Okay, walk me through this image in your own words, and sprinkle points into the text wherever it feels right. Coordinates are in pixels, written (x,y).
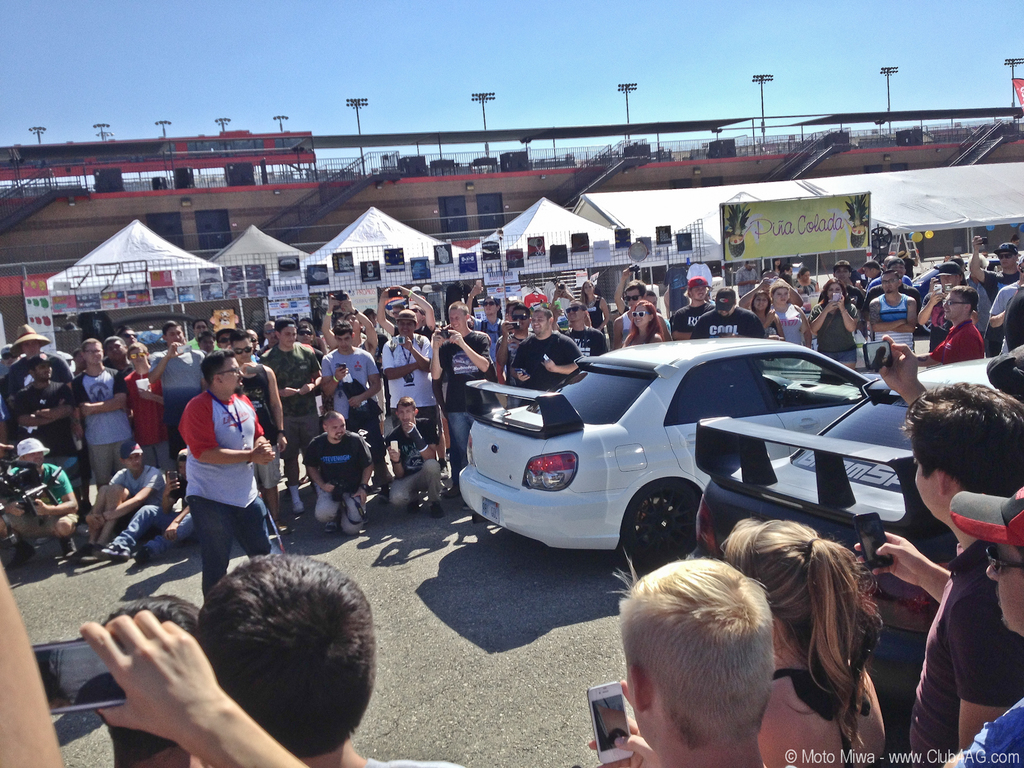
In this image I can see a road (392,573), on the road (424,520) I can see vehicles (764,433) and crowd (14,416) of people (13,625) and some people (358,346) holding mobile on their hands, in the middle (543,262) I can see fence (380,273) and tents (661,198) and poles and at the top (697,119) I can see the sky (578,36).
